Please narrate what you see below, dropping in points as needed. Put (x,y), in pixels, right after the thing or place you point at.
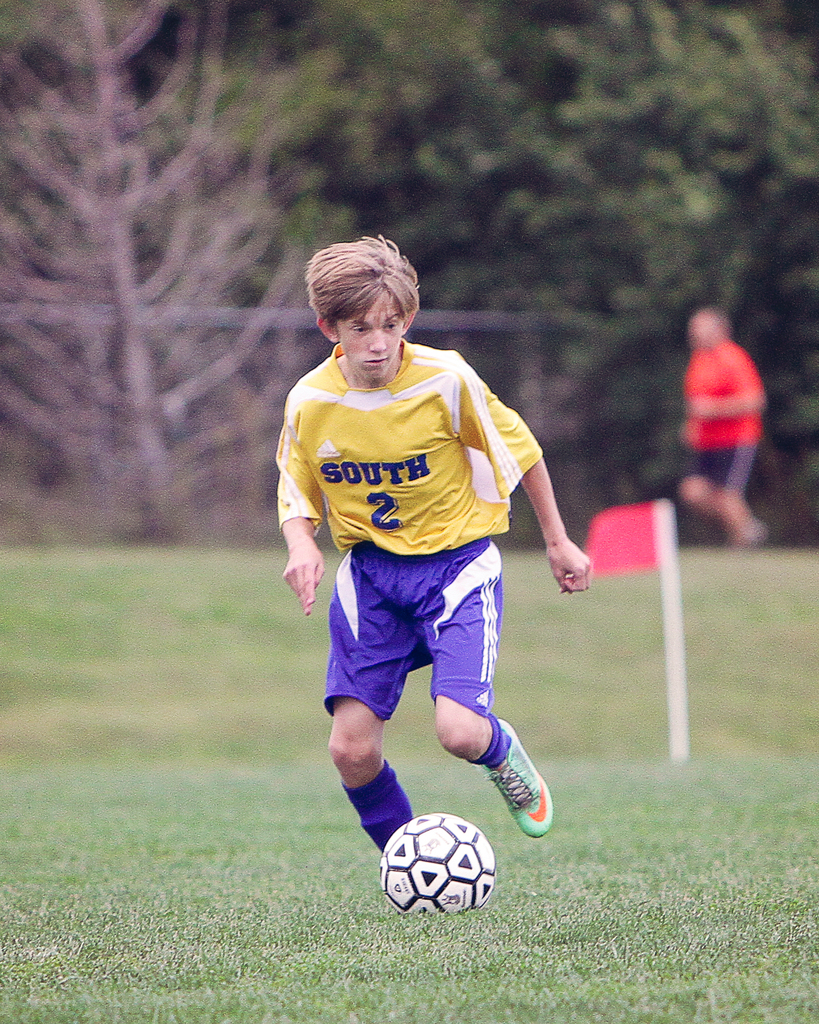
In this picture I can see a boy (340,469) in front (359,537) who is wearing yellow, white and purple color jersey (398,464) and I see a ball (407,904) in front of him and I can see the grass (298,940). In the background (636,485) I can see a pole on which there is a red flag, a man (689,490) and the trees (213,187) and I see that it is blurred in the background (519,323).
